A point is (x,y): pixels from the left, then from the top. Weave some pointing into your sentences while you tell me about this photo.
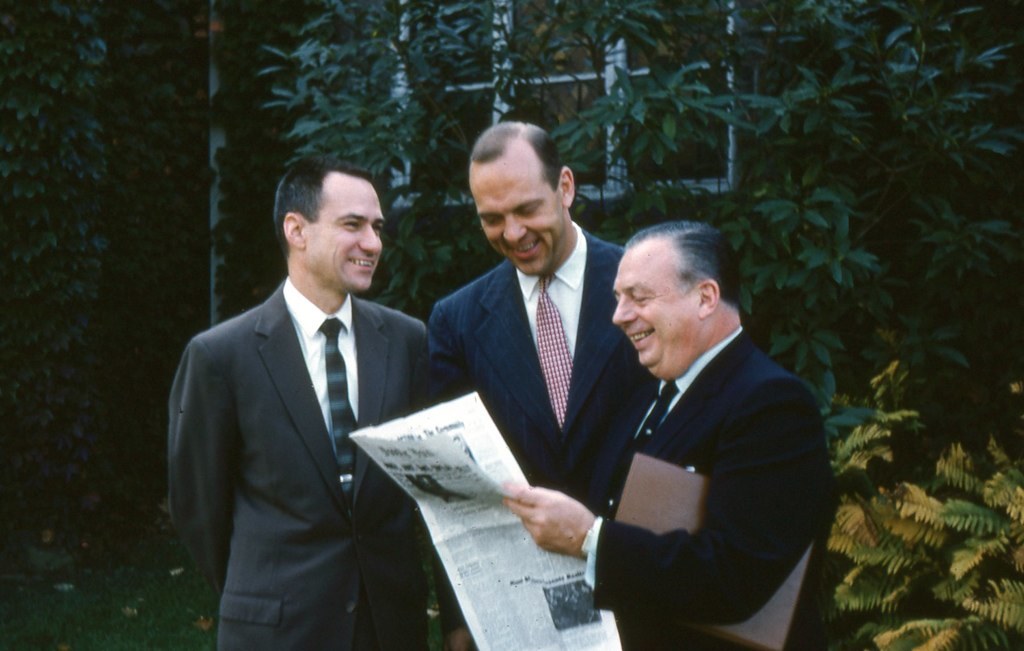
In this image, we can see people (352,258) standing and wearing coats (447,334) and ties (343,429) and one of them is holding a paper (486,499) and a file (641,484). In the background (571,127), there are trees (855,294).
